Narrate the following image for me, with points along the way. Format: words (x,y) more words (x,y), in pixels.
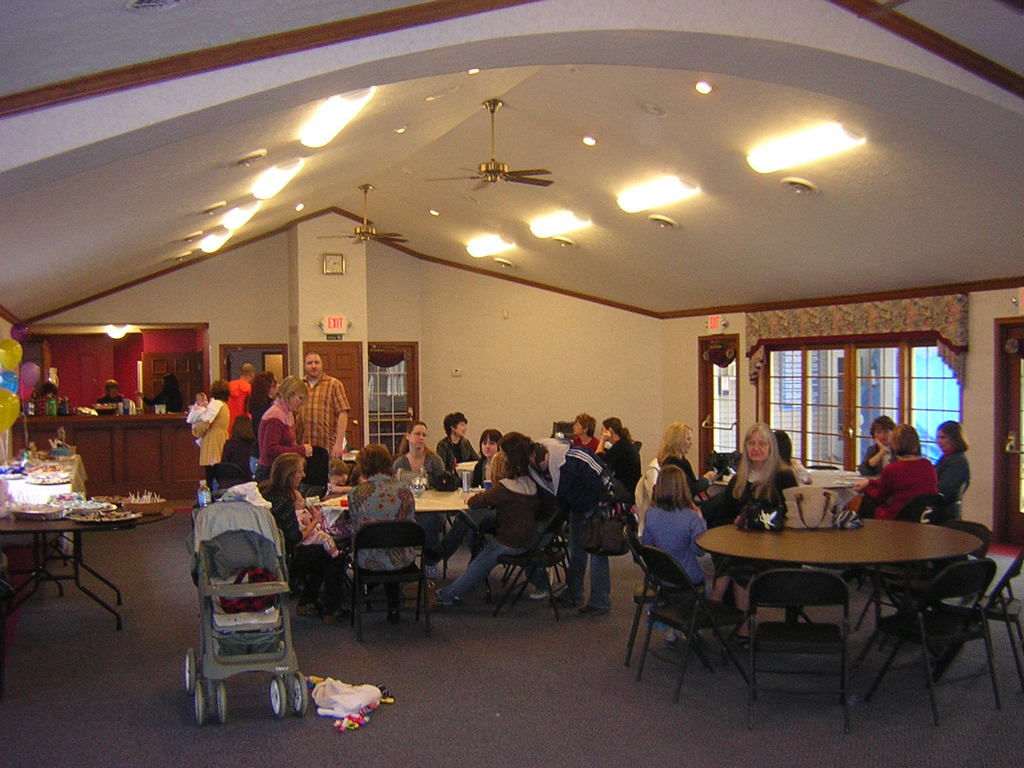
people (329,483) are seated on the chairs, around the tables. a baby stroller (257,557) is present in the front (253,583). balloons (19,382) are present at the left corner (12,349) and on the top (327,111) there are fans (462,179) and lights (795,149).
